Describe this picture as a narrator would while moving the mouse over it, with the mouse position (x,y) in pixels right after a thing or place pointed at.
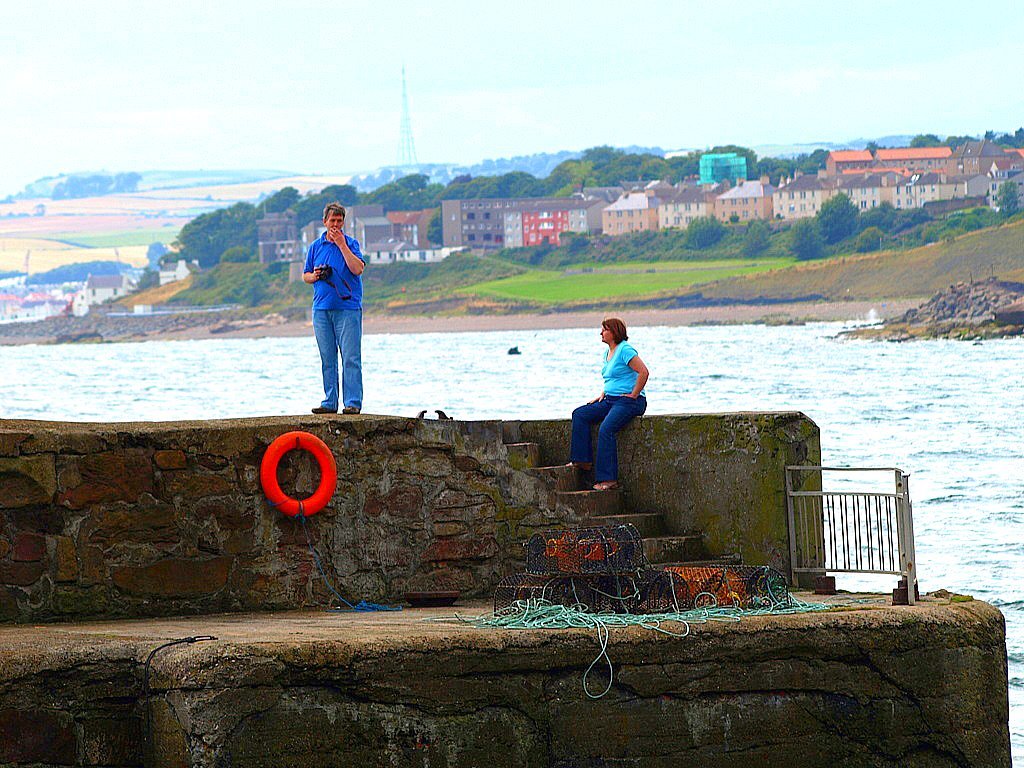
In this image there is the sky (553,64) towards the top of the image (440,65), there are buildings (923,185), there is grass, there are trees (650,173), there is water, there is a wall (343,478) towards the bottom of the image (354,605), there are objects (656,574) on the ground (986,615), there is a woman (610,430) sitting on the wall (630,443), there is staircase (595,494), there is a man (328,308) standing and holding an object (326,280).
